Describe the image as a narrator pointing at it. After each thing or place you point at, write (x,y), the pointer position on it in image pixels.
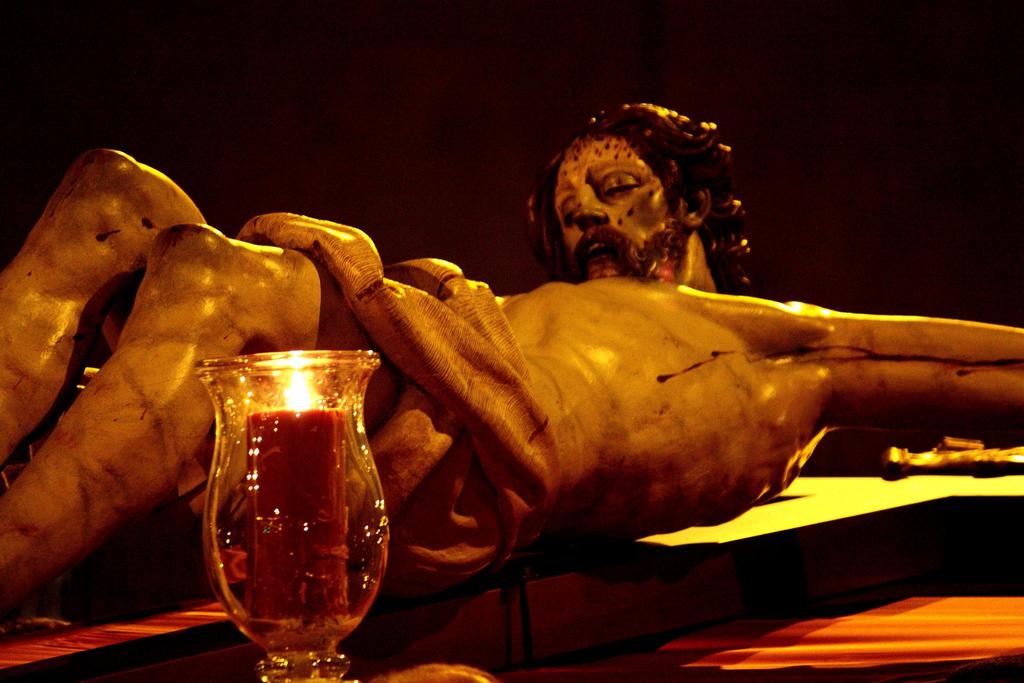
In this image we can see there is a statue of the Jesus Christ (544,387) laid on the cross (780,545), In front of the statue (608,401) there is a lamp (295,537).
